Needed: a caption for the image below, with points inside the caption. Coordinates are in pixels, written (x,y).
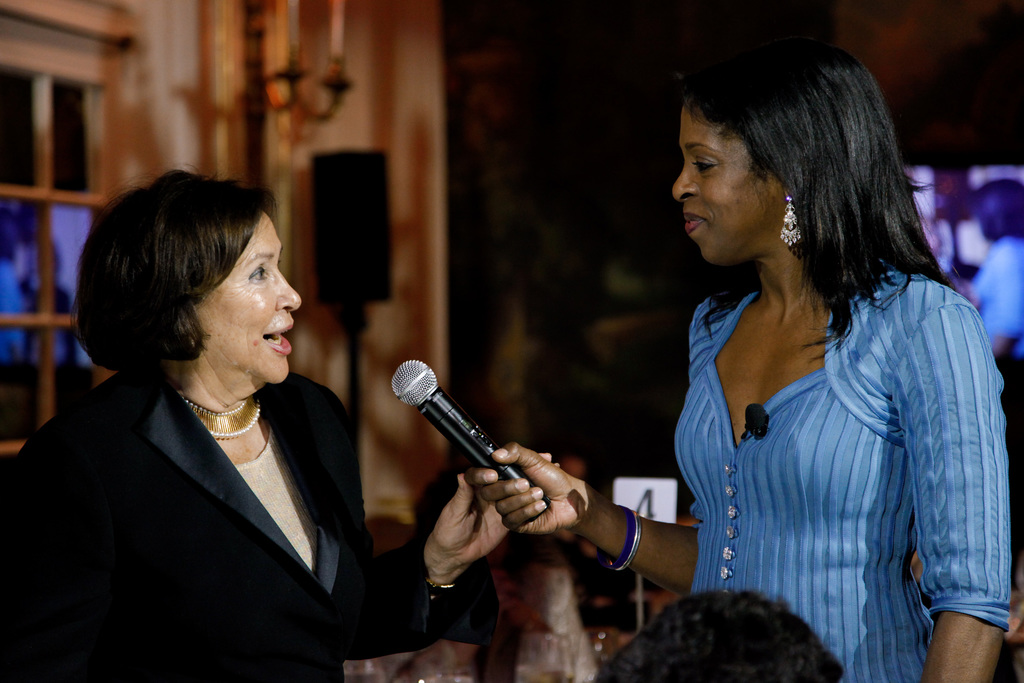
There are two women (239,474) standing. One women (763,515) is holding the mike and the other woman (312,470) is speaking. At background (358,289) I can see a speaker (360,256) which is black in color. I think these are the candles (295,34) on the candle stand (294,70). This looks like a window (64,279).
